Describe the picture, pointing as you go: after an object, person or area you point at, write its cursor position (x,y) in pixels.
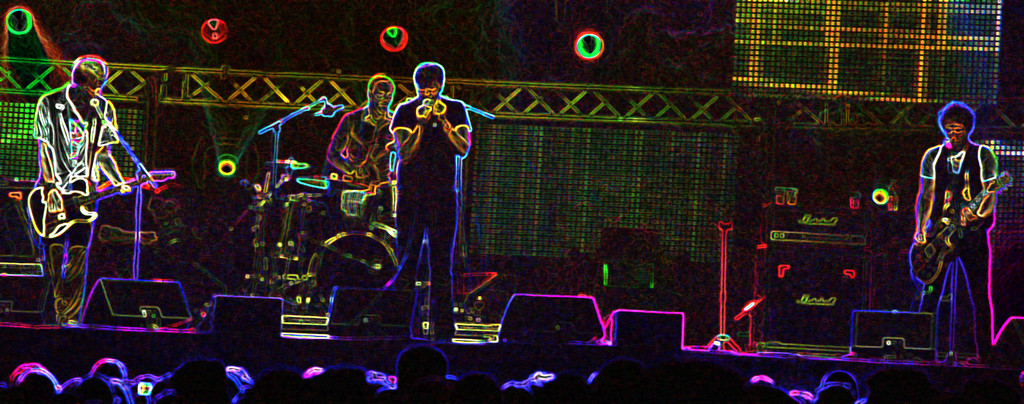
In this image we can see a four persons (983,213) in the foreground (437,179) and among them three persons (386,169) are playing musical instruments (383,188). The person (424,155) in the middle (445,165) is holding a mic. At the bottom (324,401) we can see group of persons (661,378) and objects (107,320). There are few mics (98,103) with stands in the foreground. In the background (610,153), we can see few objects (819,220). At the top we have few lights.
